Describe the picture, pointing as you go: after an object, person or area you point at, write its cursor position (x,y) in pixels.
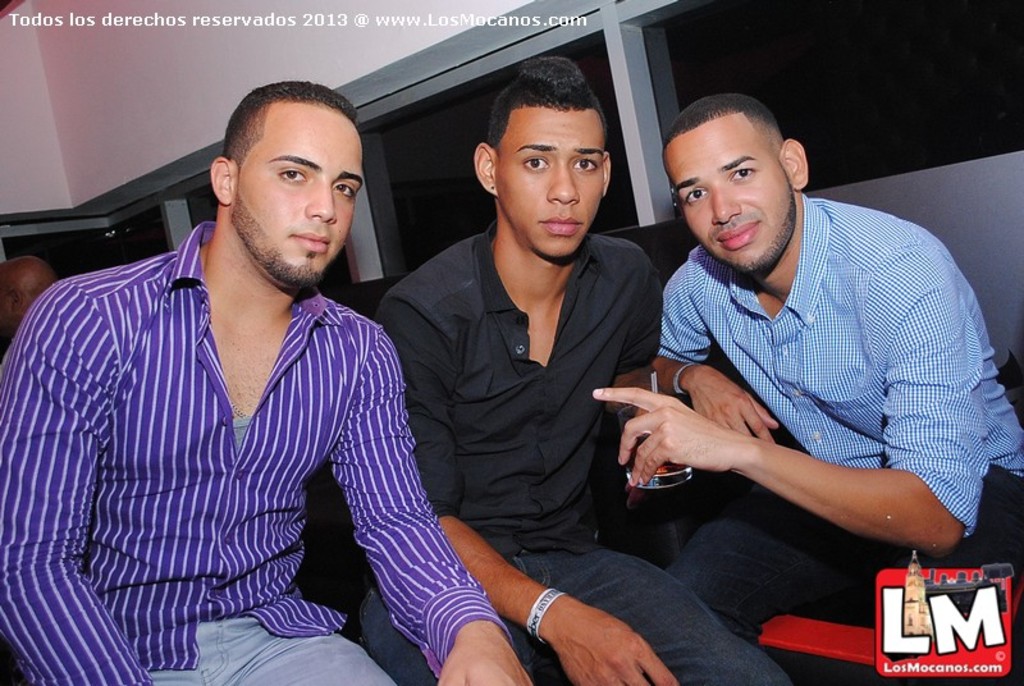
In the center of the image (463,356) we can see three persons (536,416) are sitting. Among them, we can see one person (750,452) is smiling and he is holding some object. At the bottom right side of the image (965,603), there is a logo (912,553). In the background (430,161) there is a wall (109,116), windows (878,122) and a person's head (42,275). At the top of the image (327,22) we can see some text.
